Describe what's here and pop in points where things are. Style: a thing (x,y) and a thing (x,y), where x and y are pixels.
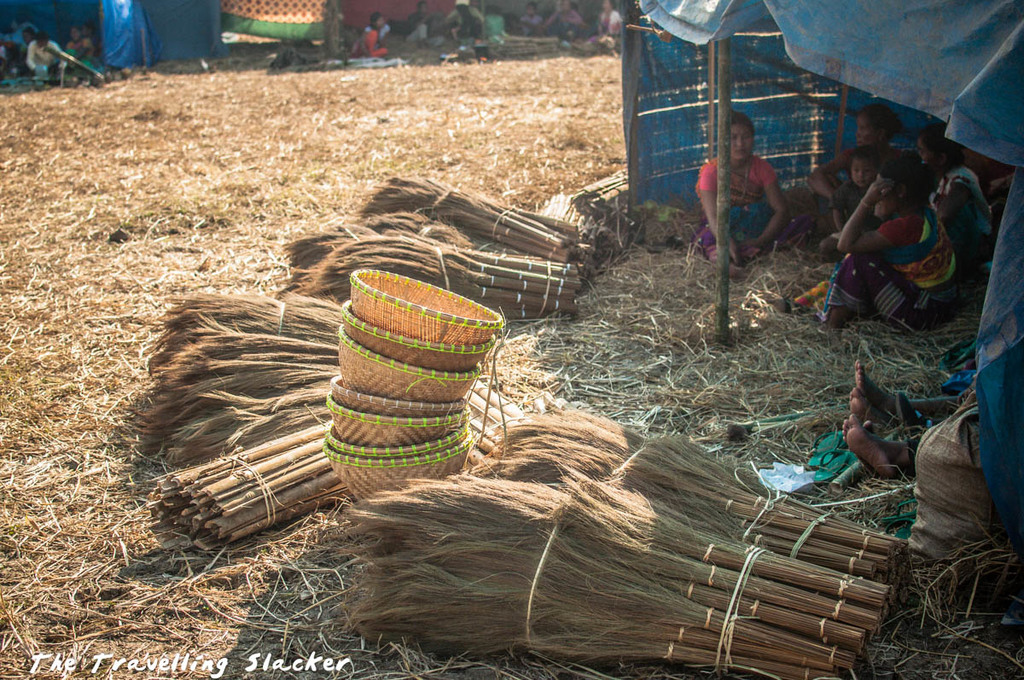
In this picture we can see group of people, tents (259,13), broom sticks (301,291) and baskets (354,381), in the bottom left hand corner (130,662) we can see some text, on the right side of the image (967,509) we can see a bag (945,518).
